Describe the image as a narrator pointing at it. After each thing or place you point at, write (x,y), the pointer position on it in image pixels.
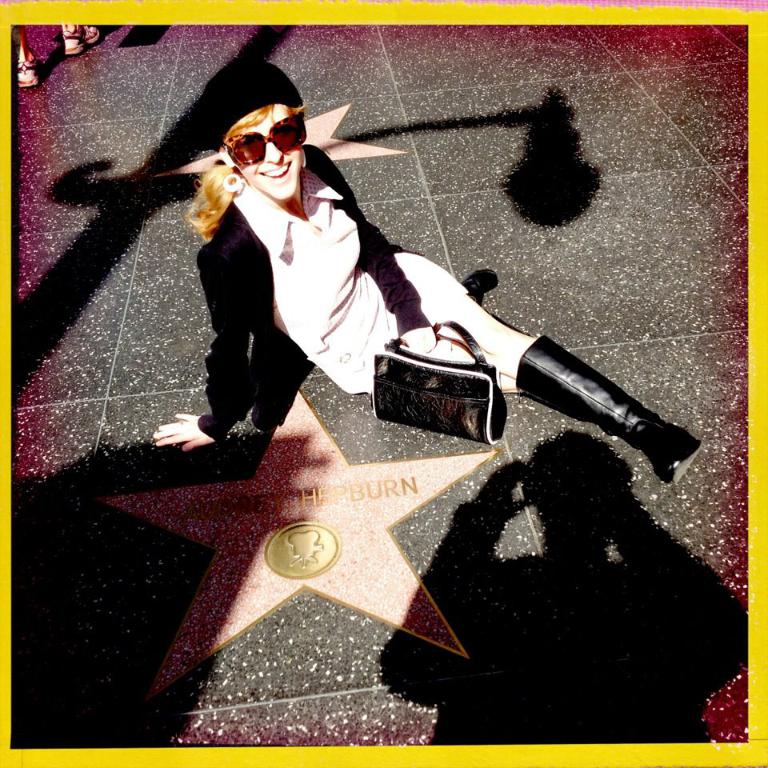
Here a woman (307,248) is sitting on the floor (342,476) with a handbag (376,388) and smiling face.
